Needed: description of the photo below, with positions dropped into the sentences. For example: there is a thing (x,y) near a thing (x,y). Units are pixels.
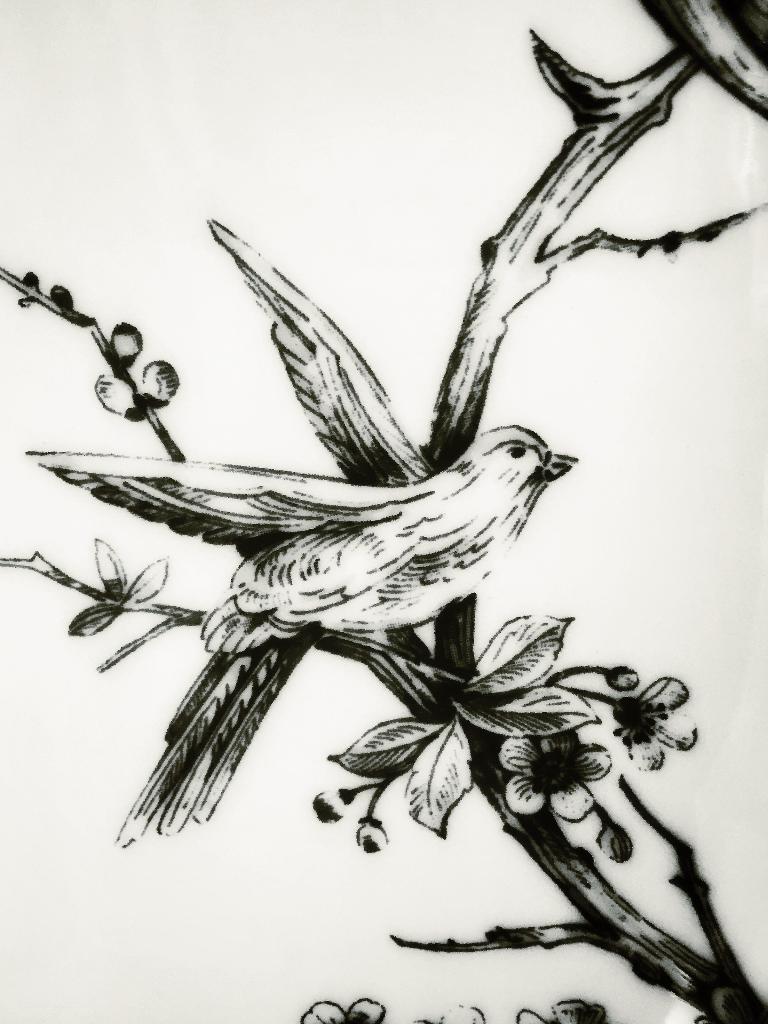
In this image, we can see depiction of a bird (410,523) on tree (470,731).
